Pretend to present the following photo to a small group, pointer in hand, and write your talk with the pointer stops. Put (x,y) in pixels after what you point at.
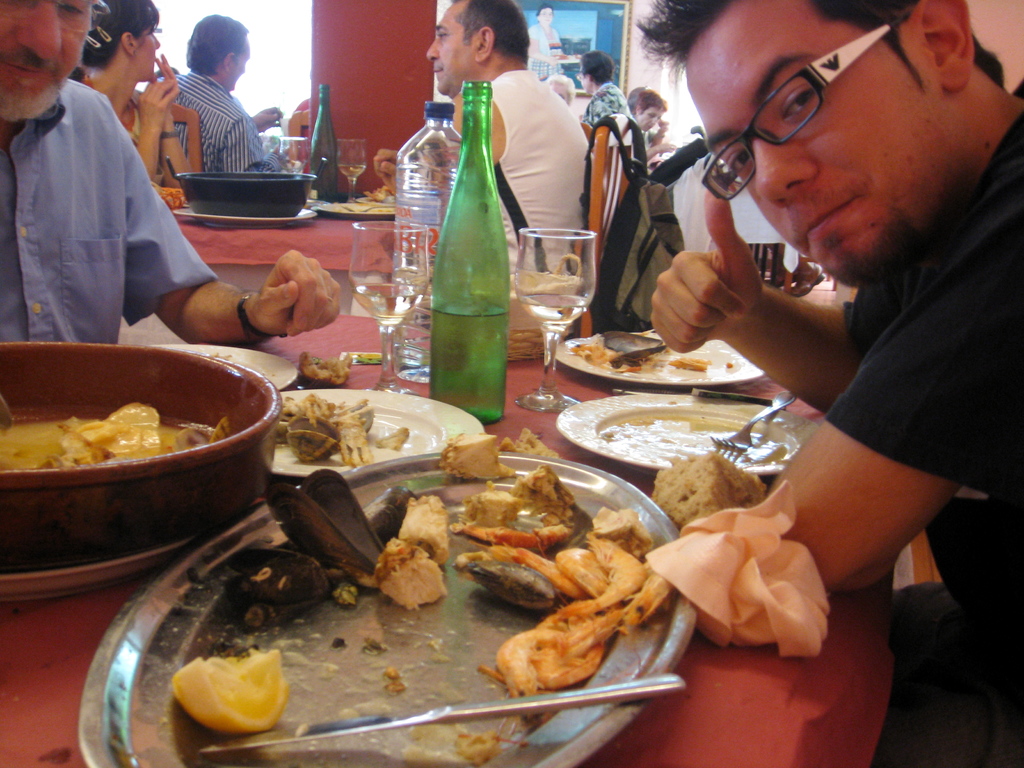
In this image there are group of persons (501,83) who are sitting on the chairs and having their drinks (548,321) and food (496,494).
